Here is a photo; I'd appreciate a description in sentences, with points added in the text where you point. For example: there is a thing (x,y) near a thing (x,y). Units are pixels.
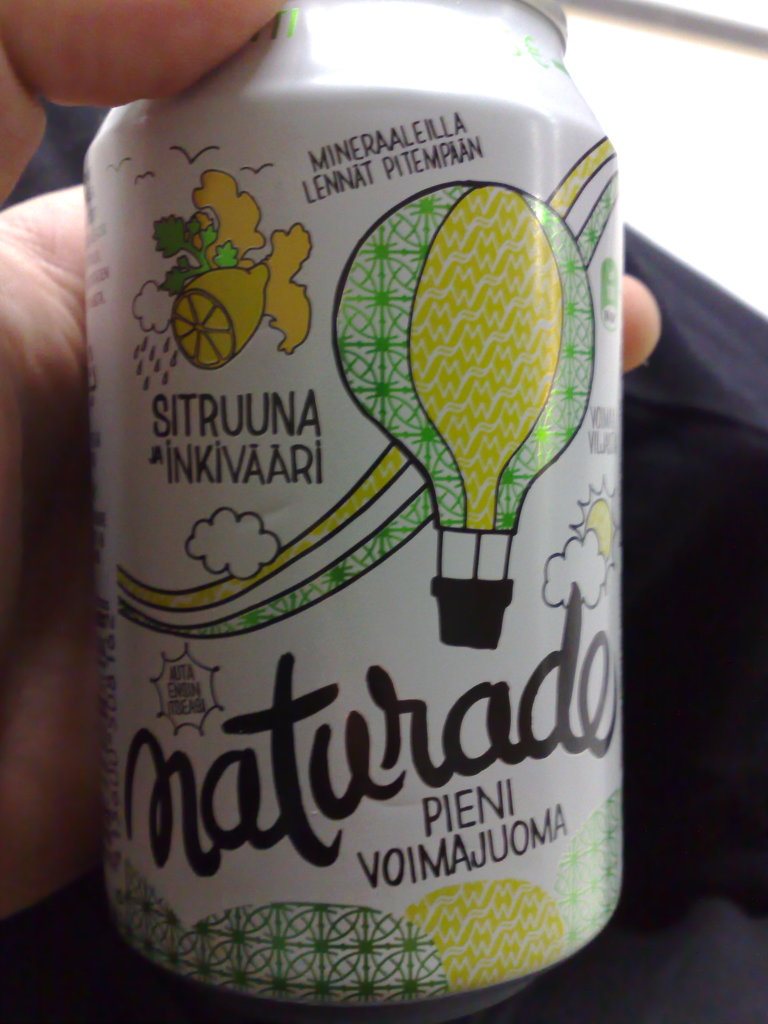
The picture consists of a person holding a tin (169,744), on the tin (297,339) there are some pictures (346,326) and text (283,466).
